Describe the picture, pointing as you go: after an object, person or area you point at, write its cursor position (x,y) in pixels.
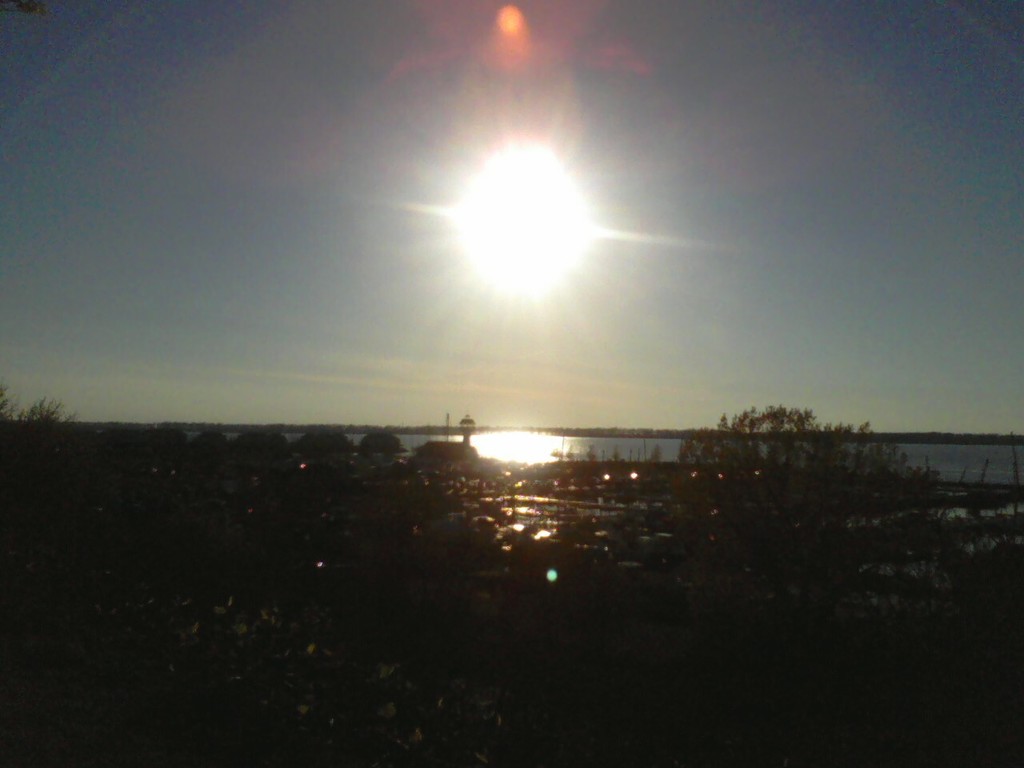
This picture is taken outside. At the bottom (505,555), there are plants (514,659) and stones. In the center (554,453), there is a river (431,435). At the top (523,175), there is a sky (718,204) with sun (500,271).
